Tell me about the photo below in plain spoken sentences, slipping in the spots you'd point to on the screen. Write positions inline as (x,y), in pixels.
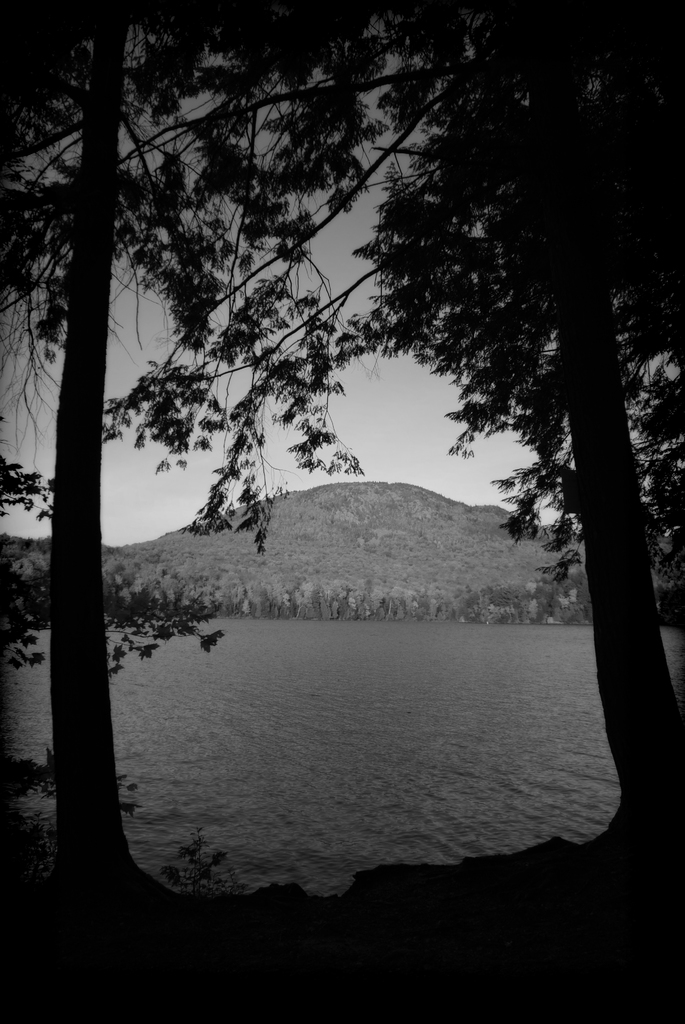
This is a black and white image. In this image we can see trees (69,663), water (314,719), hill (293,572) and sky (365,372).
